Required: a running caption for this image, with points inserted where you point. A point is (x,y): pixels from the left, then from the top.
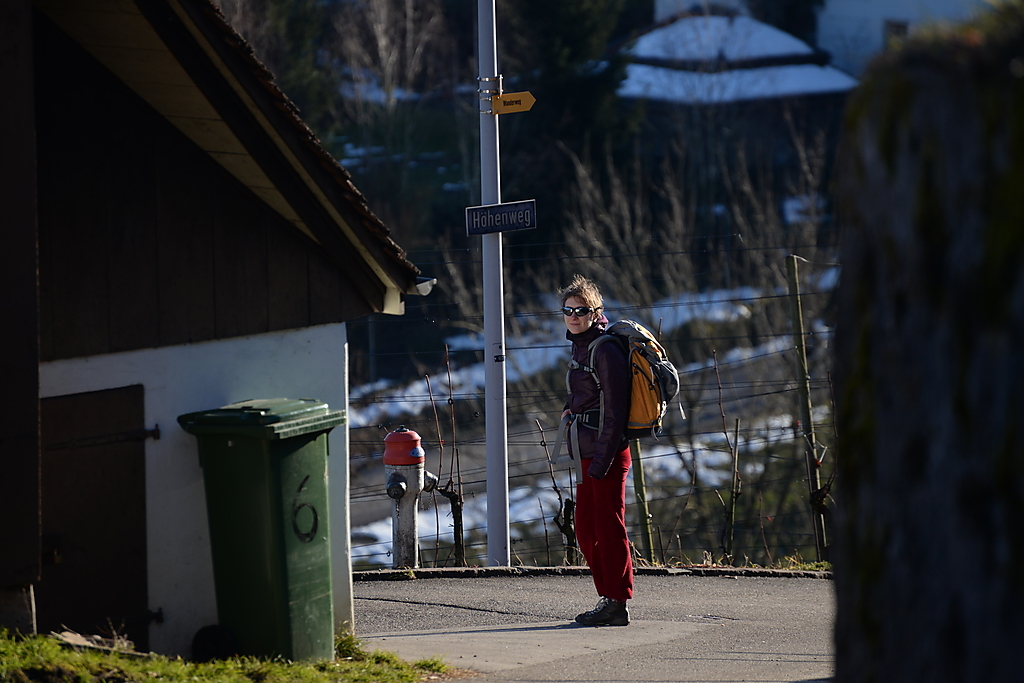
In the center of the image (598,355) there is a woman (602,509) standing and wearing bag (636,382). On the left side of the image (234,396) we can see house (194,457) and dustbin (258,485). In the background (357,157) we can see pole (494,139), house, trees (566,141) and snow (512,513).
